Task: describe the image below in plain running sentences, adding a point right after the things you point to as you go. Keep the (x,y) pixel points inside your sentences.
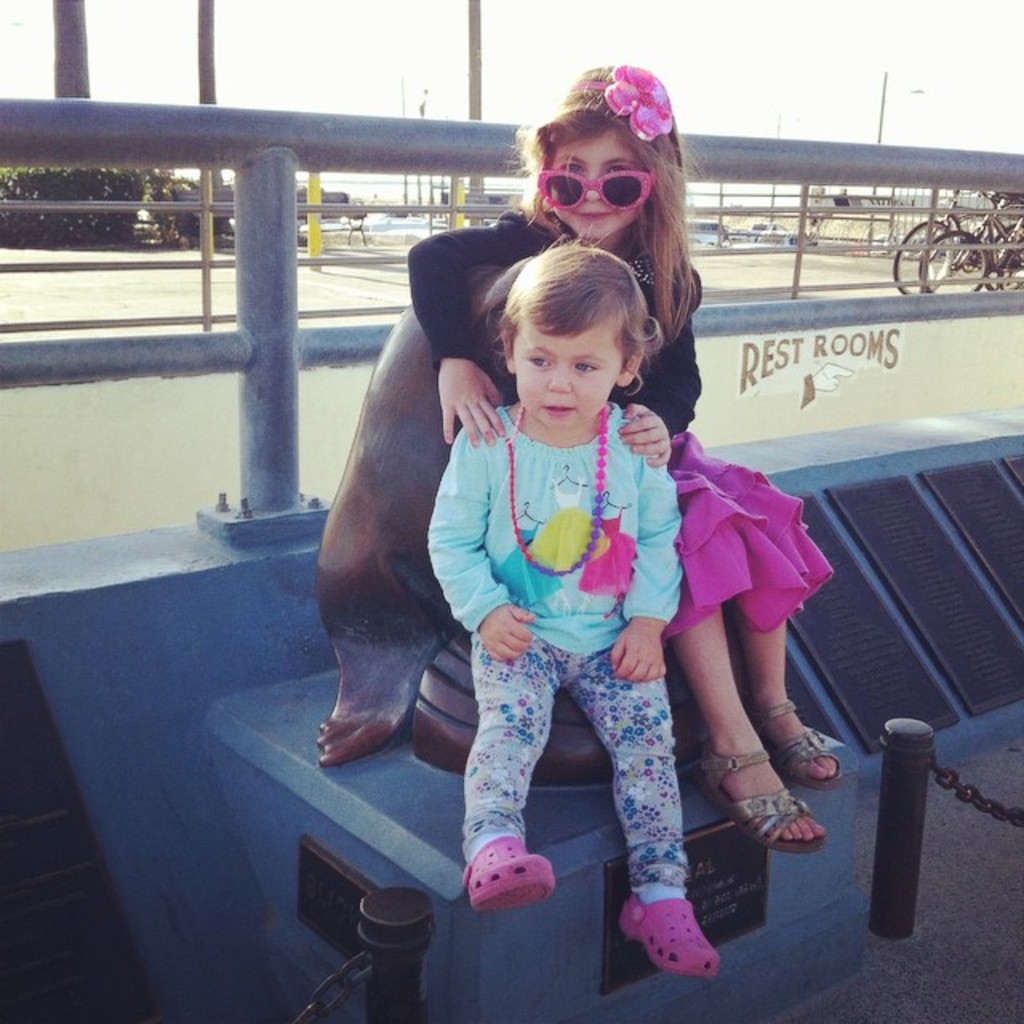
In this image we can see two children (713,687) sitting. On the backside (779,320) we can see a fence (769,312), bicycles (935,261), poles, plants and the sky (786,52) which looks cloudy.
